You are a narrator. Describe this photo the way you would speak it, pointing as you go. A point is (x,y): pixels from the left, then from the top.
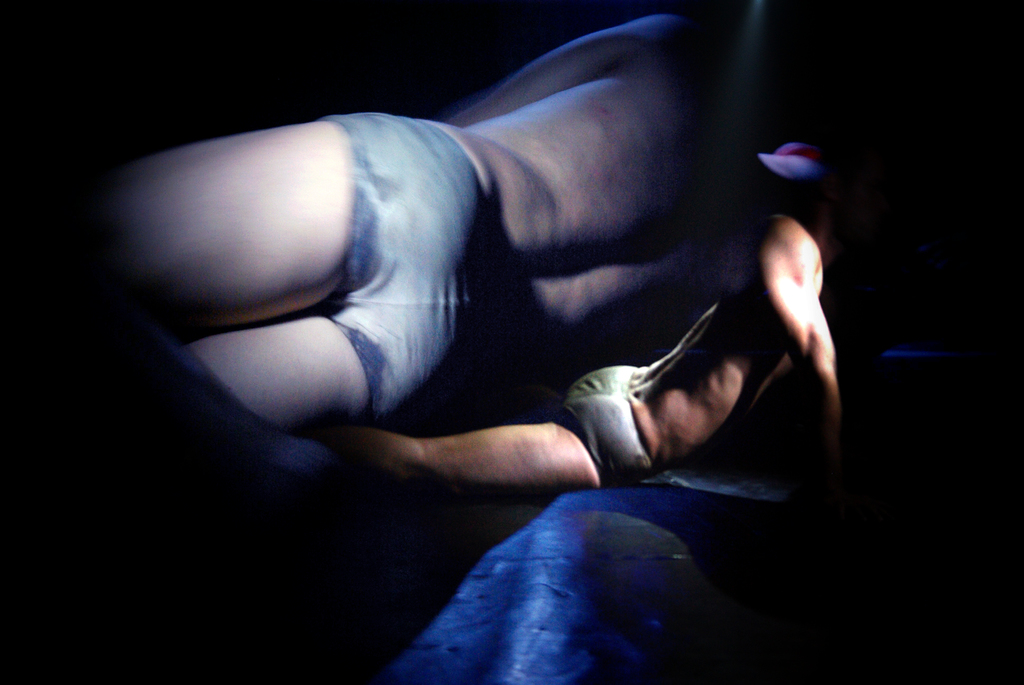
In the center of the image (629,404) we can see a person (656,415) on the floor (518,560). In the background (537,247), we can see a picture (355,204) of a person (306,213) lying.
